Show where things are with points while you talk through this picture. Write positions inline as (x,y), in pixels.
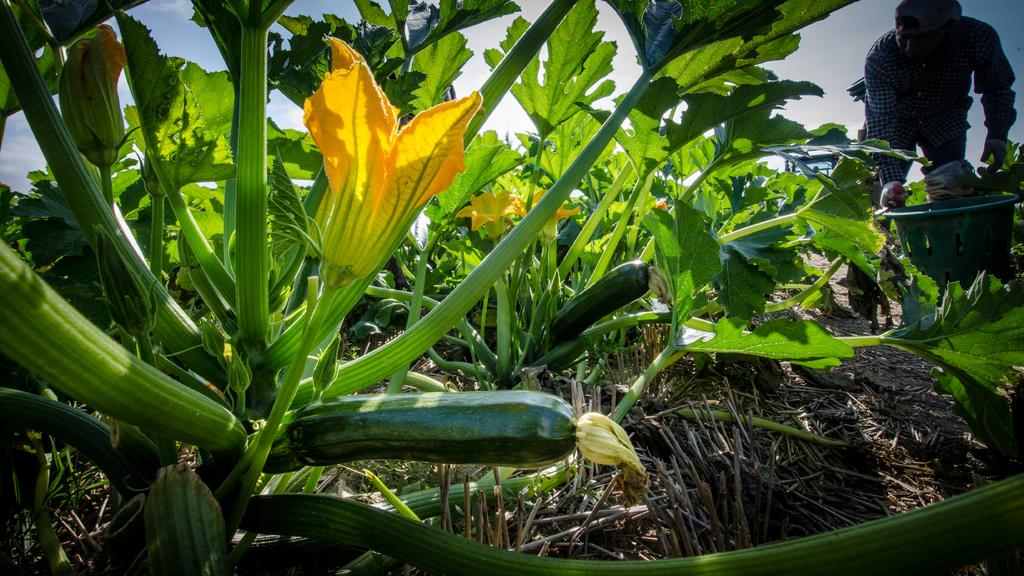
In this picture, we see the plants (320,284) which have yellow flowers (377,222) and zucchini (477,434). At the bottom of the picture (741,443), we see the twigs (830,494). On the right side (898,113), the man (897,95) in the check shirt (912,110) is holding the green tub (967,235) in his hand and he is collecting the zucchini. In the background (797,100), we see the sky (842,83).
